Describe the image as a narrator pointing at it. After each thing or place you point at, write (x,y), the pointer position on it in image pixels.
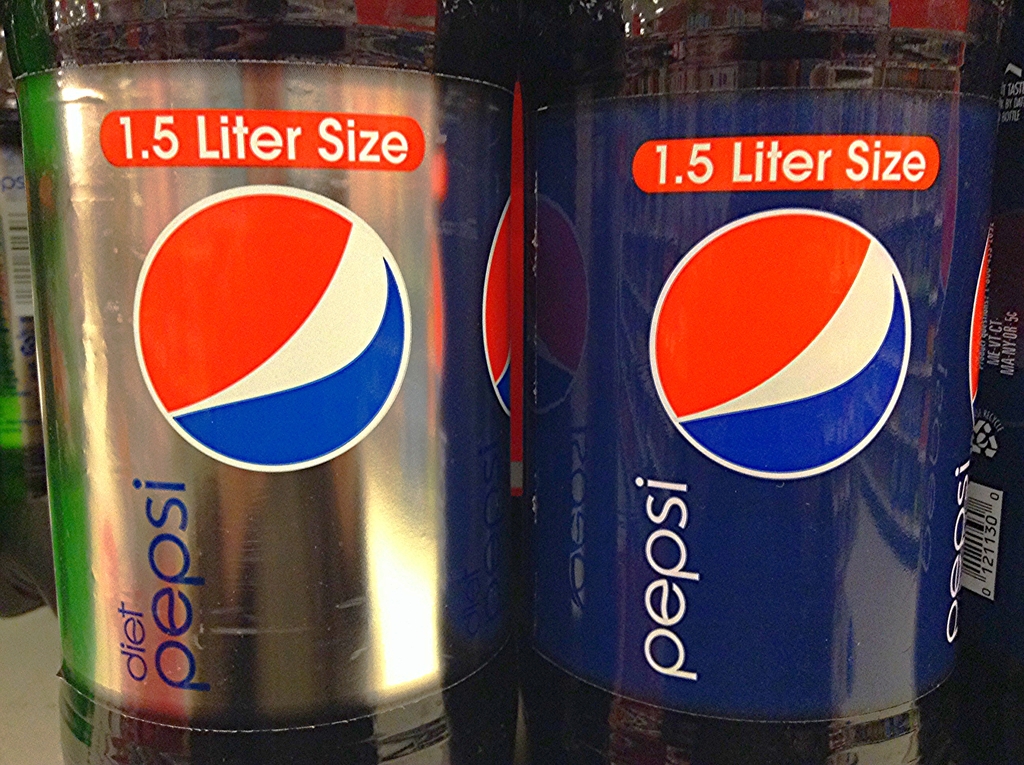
In this picture there are bottles (456,380) and there are labels (297,308) on the bottles (897,500). On the labels (340,457) there are logos (790,238) and there is a text (662,564).
